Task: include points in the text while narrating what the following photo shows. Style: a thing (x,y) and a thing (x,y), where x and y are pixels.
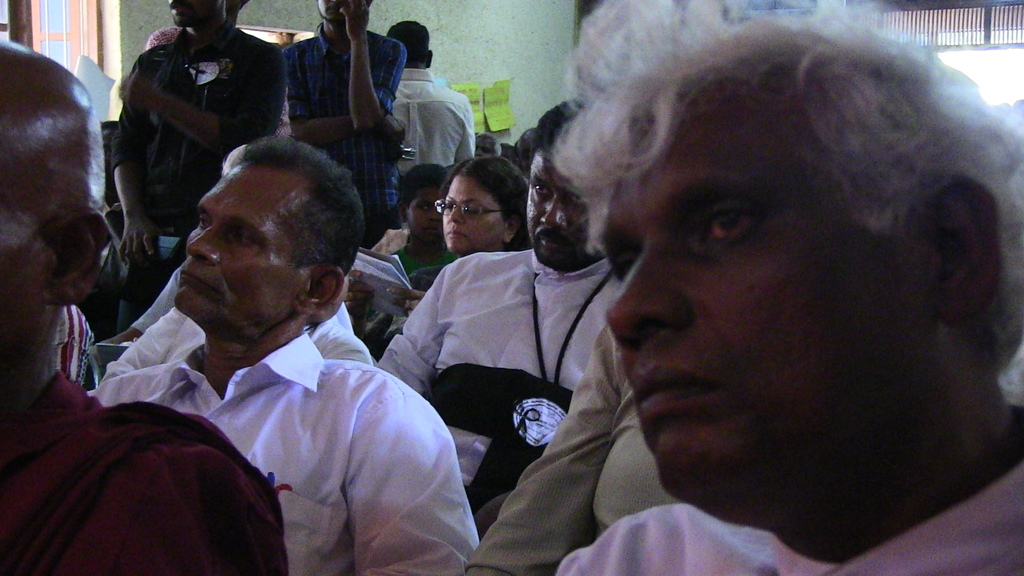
In this image we can see the people (386,524) sitting. We can also see a few people (336,85) standing. In the background (82,29) we can see the window (82,29) and also some papers (499,100) attached to the wall (573,45).
